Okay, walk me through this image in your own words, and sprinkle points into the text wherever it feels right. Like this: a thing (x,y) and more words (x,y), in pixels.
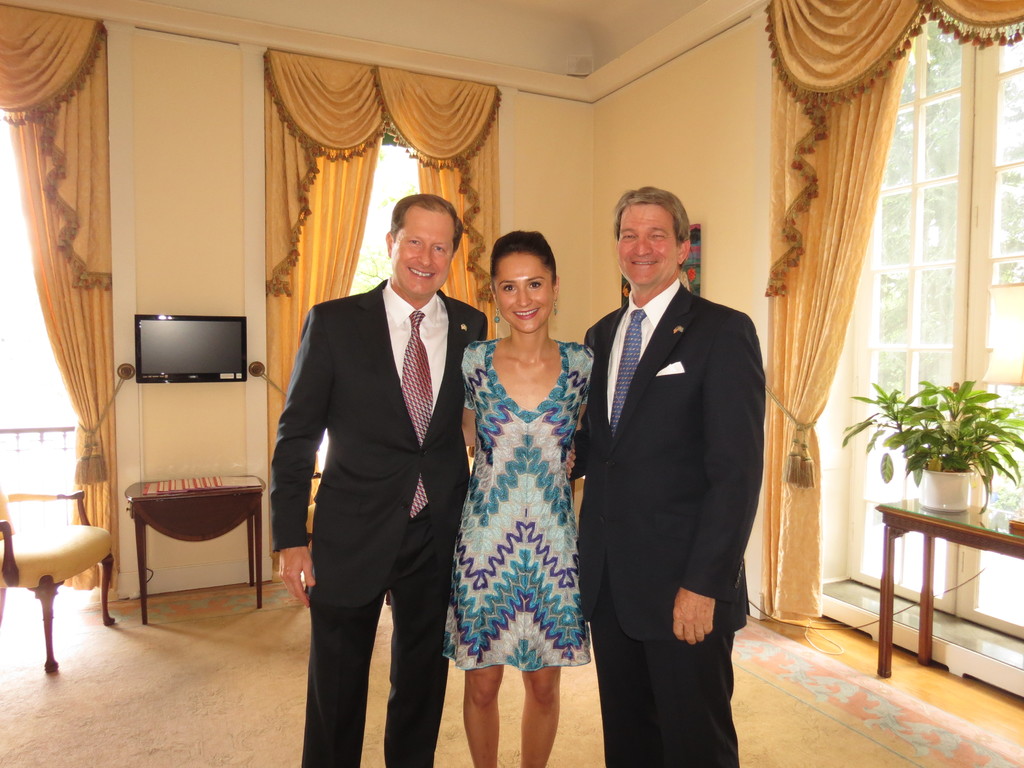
In this picture we can see two men (436,229) and one woman (478,434) in middle (510,268) and they are smiling and in background (447,180) we can see window (925,274) with curtains (269,200), television (148,362), table (138,528), chair (55,545), flower pot (957,491) with plant (917,450) in it.
